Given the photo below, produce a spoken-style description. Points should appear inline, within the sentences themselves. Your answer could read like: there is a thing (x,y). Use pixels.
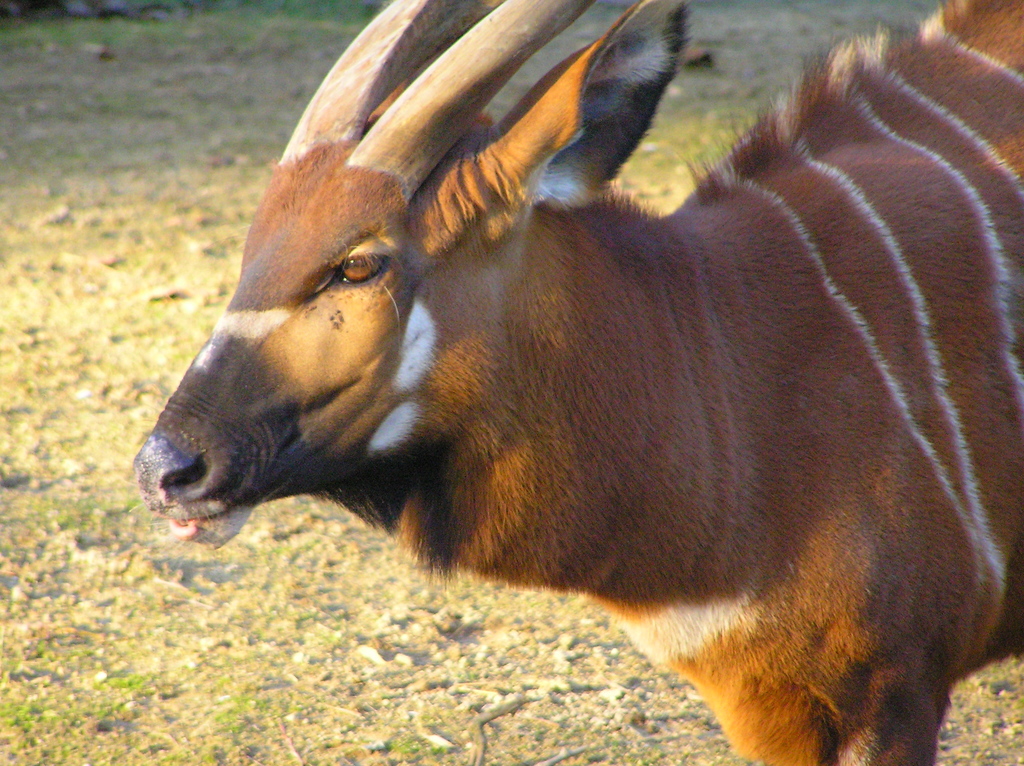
In this image we can see an antelope (504,442) standing on the ground (371,587).
